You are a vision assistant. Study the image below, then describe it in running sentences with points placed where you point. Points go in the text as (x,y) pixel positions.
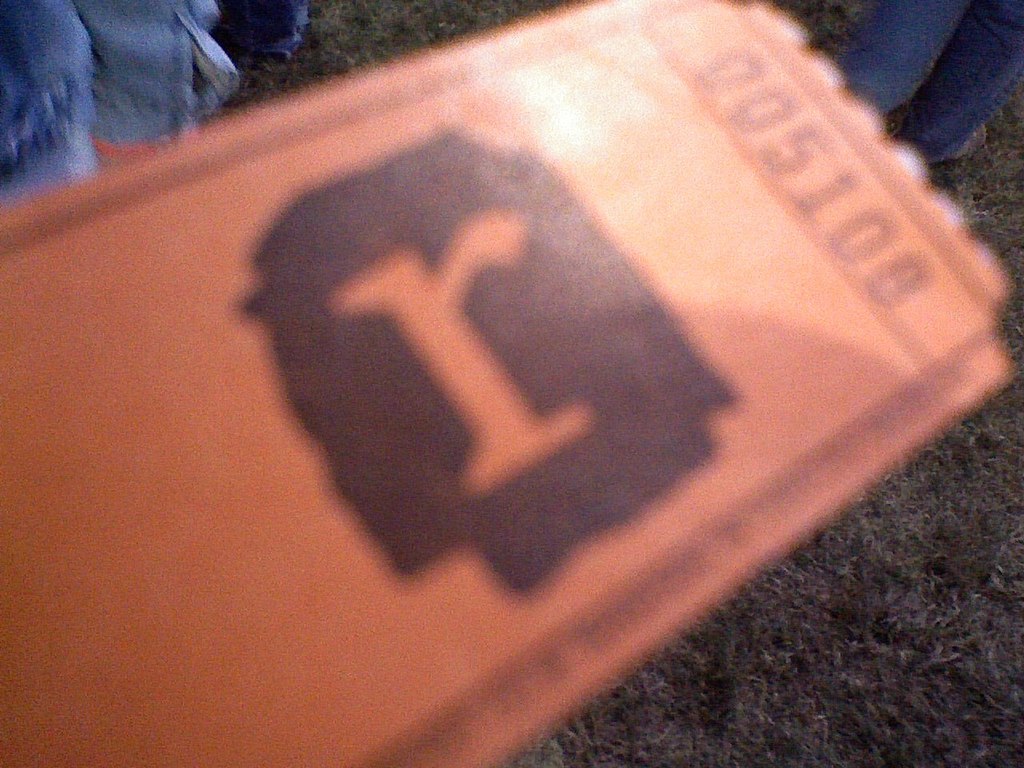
In this image it looks like a ticket (248,144) and on top right hand corner (908,66) someone (952,87) is standing.
